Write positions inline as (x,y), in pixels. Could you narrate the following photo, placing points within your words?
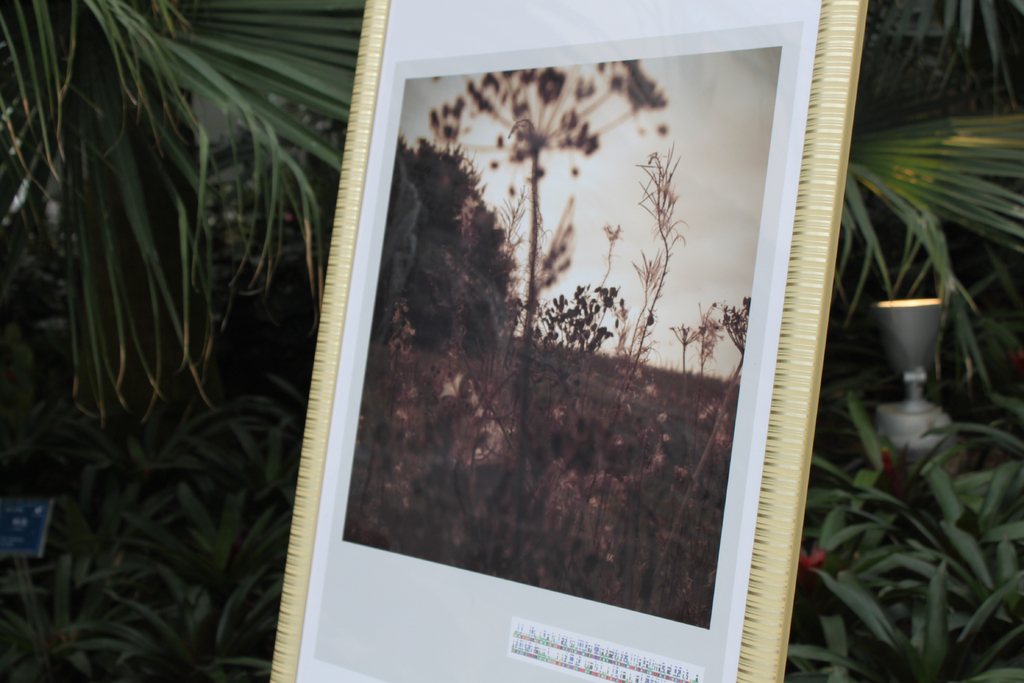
In this picture, we can see a photo frame (821,223), we can see some plants (152,372), and lights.
